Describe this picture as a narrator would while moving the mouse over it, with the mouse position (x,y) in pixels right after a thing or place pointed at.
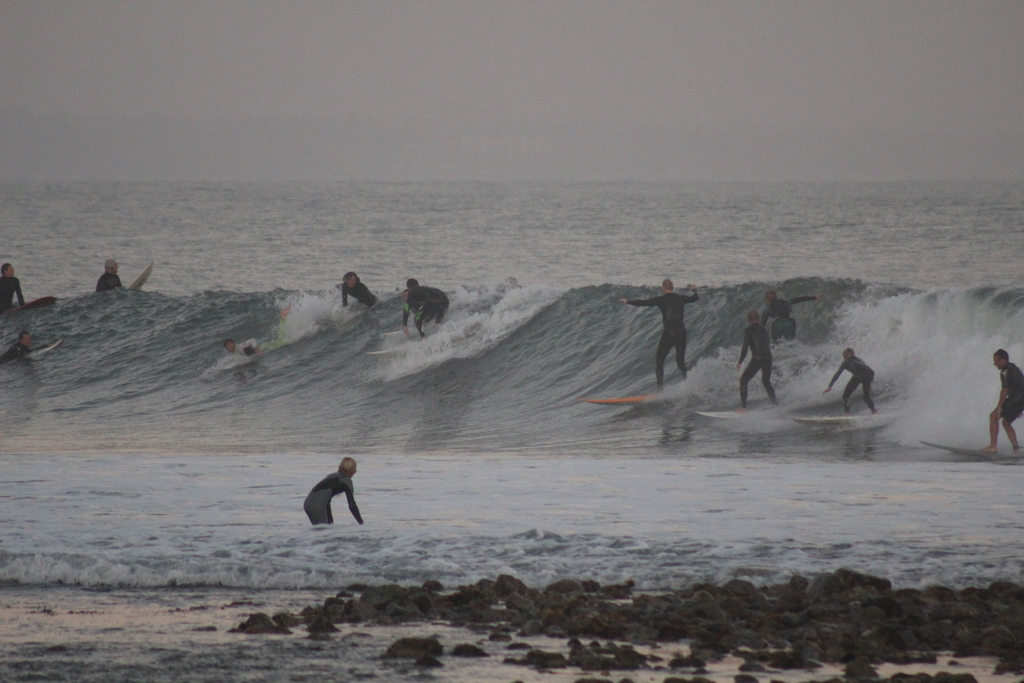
In this picture, we see people (769,299) surfing on the water (512,389). This water (715,364) might be in the sea (560,248). At the top of the picture (577,128), we see the sky (455,107). At the bottom of the picture (537,650), we see the stones (842,642).
